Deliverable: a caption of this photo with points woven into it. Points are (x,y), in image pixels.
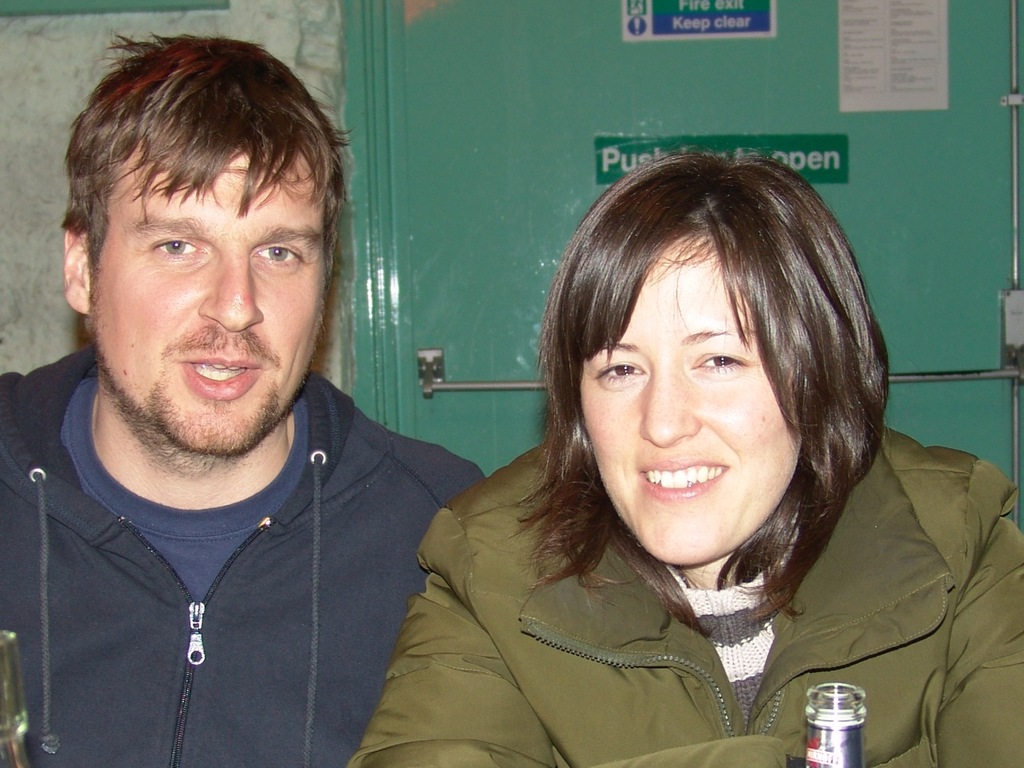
In this image there are two persons (482,527), there is a truncated bottle (836,724) in front of the person (879,719), there is a door (661,130) behind the person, there is a wall (39,156) behind the person (204,37), there is a truncated bottle (19,686) towards the left corner of the image (16,697).
